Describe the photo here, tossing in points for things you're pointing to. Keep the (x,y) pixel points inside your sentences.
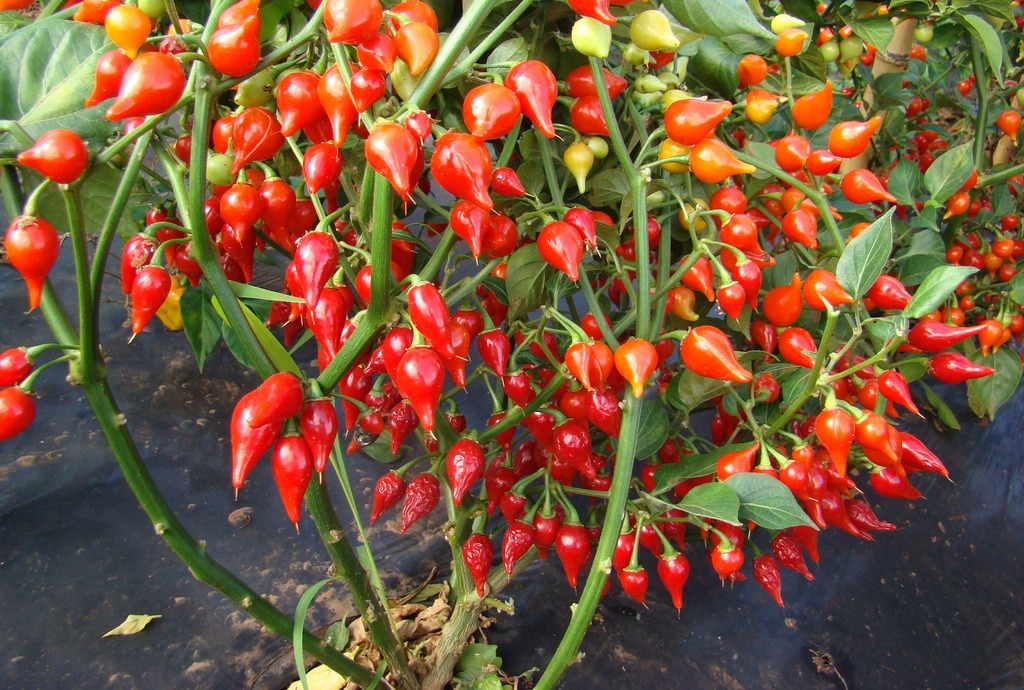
In this picture there is a red chilli plant (305,248) in the center of the image (625,245).
